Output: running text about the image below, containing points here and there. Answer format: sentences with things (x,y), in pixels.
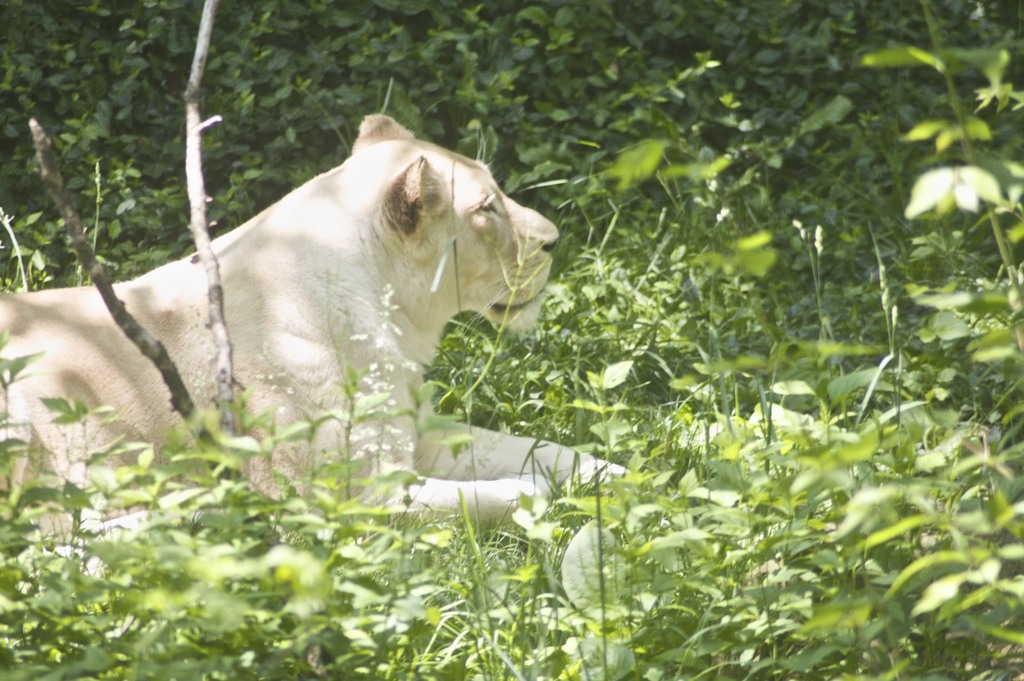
In this image there are plants (722,549) and in the center (414,330) there is an animal (293,346) sitting.
